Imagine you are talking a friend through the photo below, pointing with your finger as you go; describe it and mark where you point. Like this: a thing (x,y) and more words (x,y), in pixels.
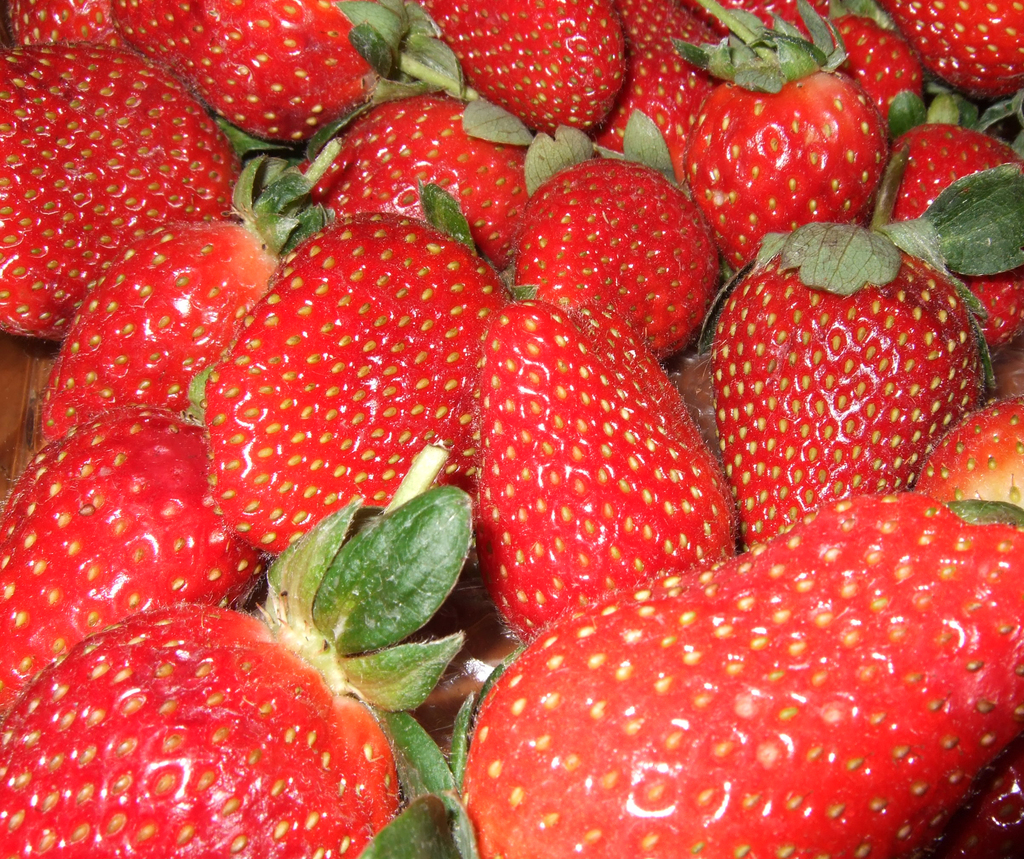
In this image I can see few strawberries (211,464) which are red, brown and green in color on the brown colored surface (3,337).
